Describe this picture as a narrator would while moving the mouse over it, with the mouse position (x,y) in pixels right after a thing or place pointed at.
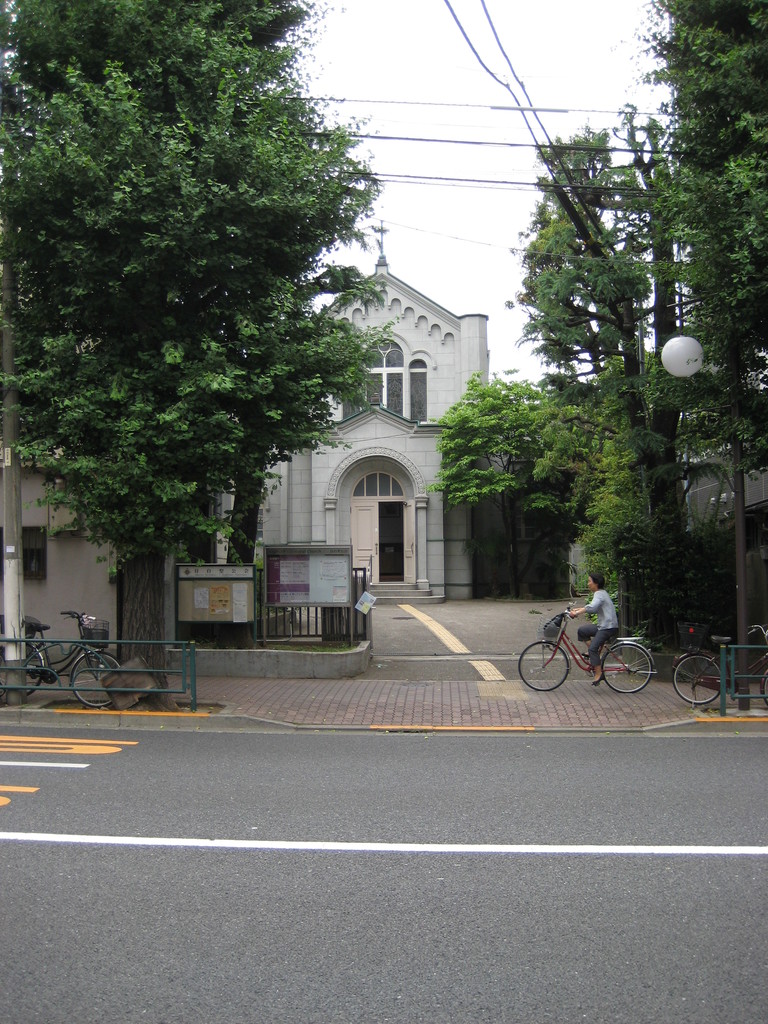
This image is clicked on the road (325,884). Beside the road (399,879) there is a walkway (388,687). There is a railing (724,673) on the walkway (430,690). There are cycles (708,670) parked on the walkway (415,690). In the center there is a person (597,667) riding bicycle (556,649) on the walkway (417,703). In the background (284,483) there are buildings (399,381) and trees (487,444). To the right (682,367) there is a street light pole (694,371). At the top (397,83) there is the sky (418,90).
